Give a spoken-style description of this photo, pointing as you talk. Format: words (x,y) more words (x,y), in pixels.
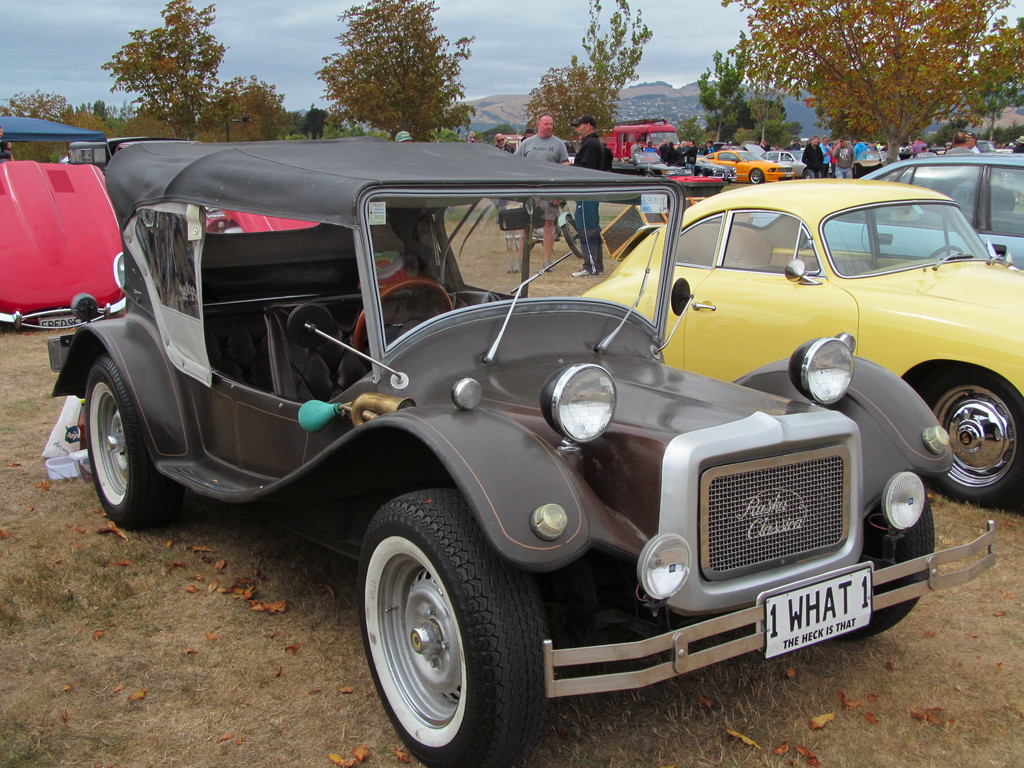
In this picture I can see vehicles (946,298), there are group of people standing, there are trees (457,132), and in the background (585,54) there is the sky (496,77).
